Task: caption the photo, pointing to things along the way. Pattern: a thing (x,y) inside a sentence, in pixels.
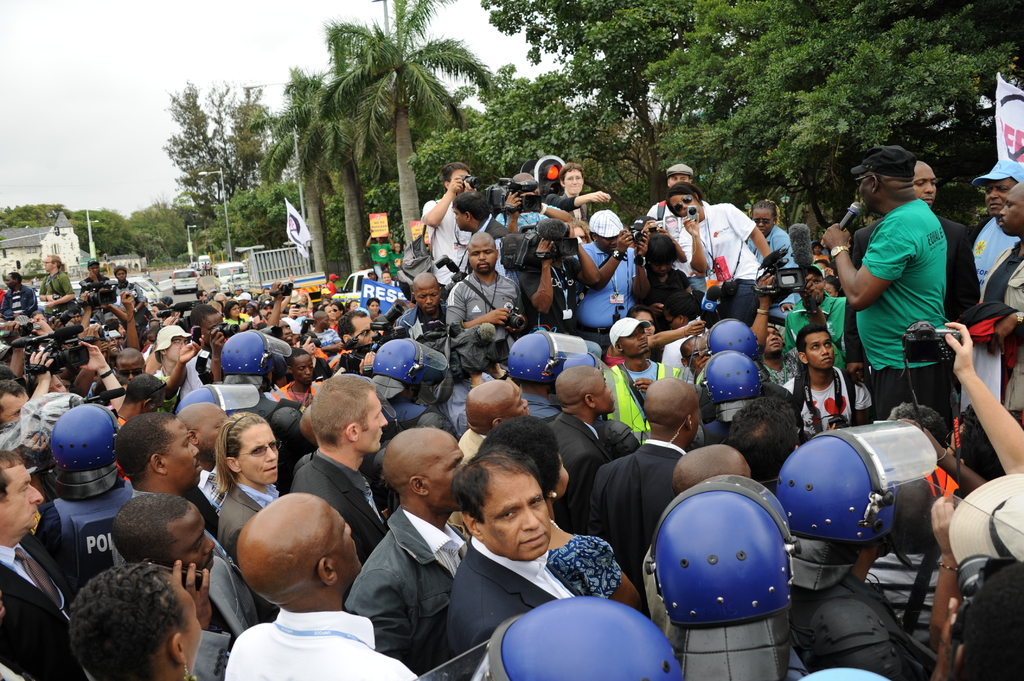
In this picture I can see few people (230,550) standing and few of them wore helmets (397,370) on their heads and a man (880,245) holding a microphone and speaking and few of them holding cameras (535,194) in their hands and I can see couple of flags (1016,142) and trees (362,121) and I can see building (74,243) and a cloudy sky (55,93).
